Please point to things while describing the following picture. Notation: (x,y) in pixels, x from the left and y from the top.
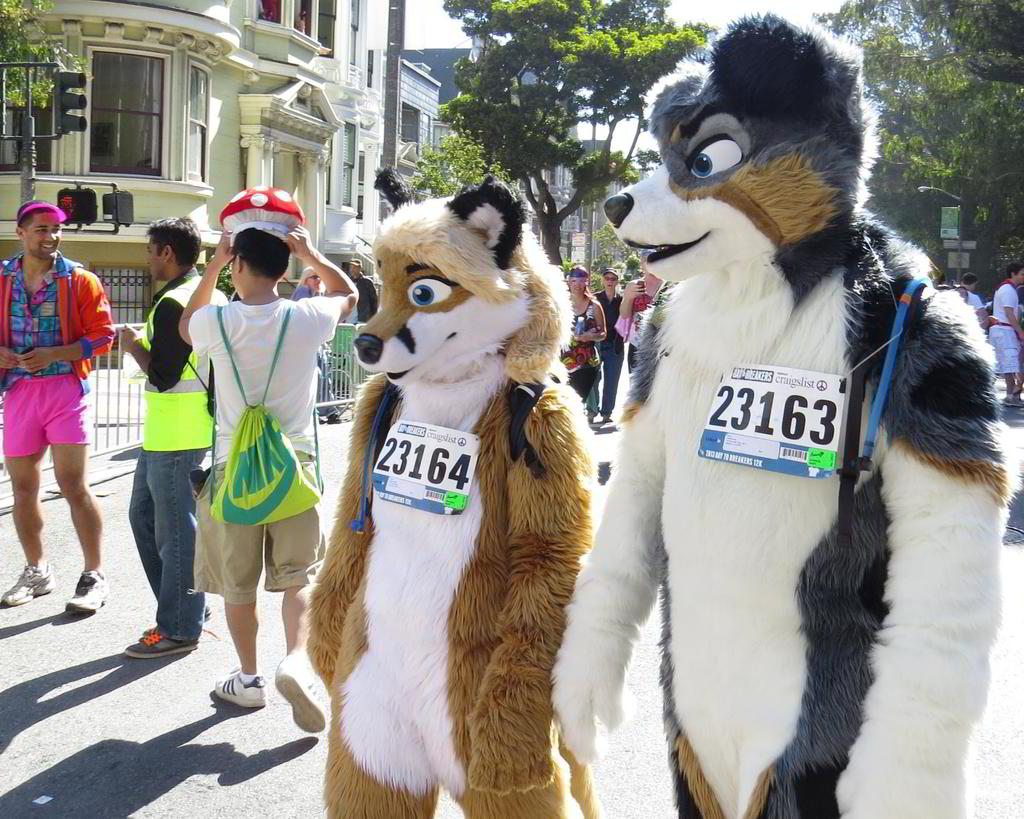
In this image I can see two persons (789,568) wearing costumes (746,536) which are white, black and brown in color are standing on the ground (442,807). I can see badges (753,456) attached to them. In the background (293,314) I can see few other persons (299,350) standing on the ground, the railing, few buildings (194,189), few trees (528,45), a traffic signal (82,99) and the sky (805,18).
